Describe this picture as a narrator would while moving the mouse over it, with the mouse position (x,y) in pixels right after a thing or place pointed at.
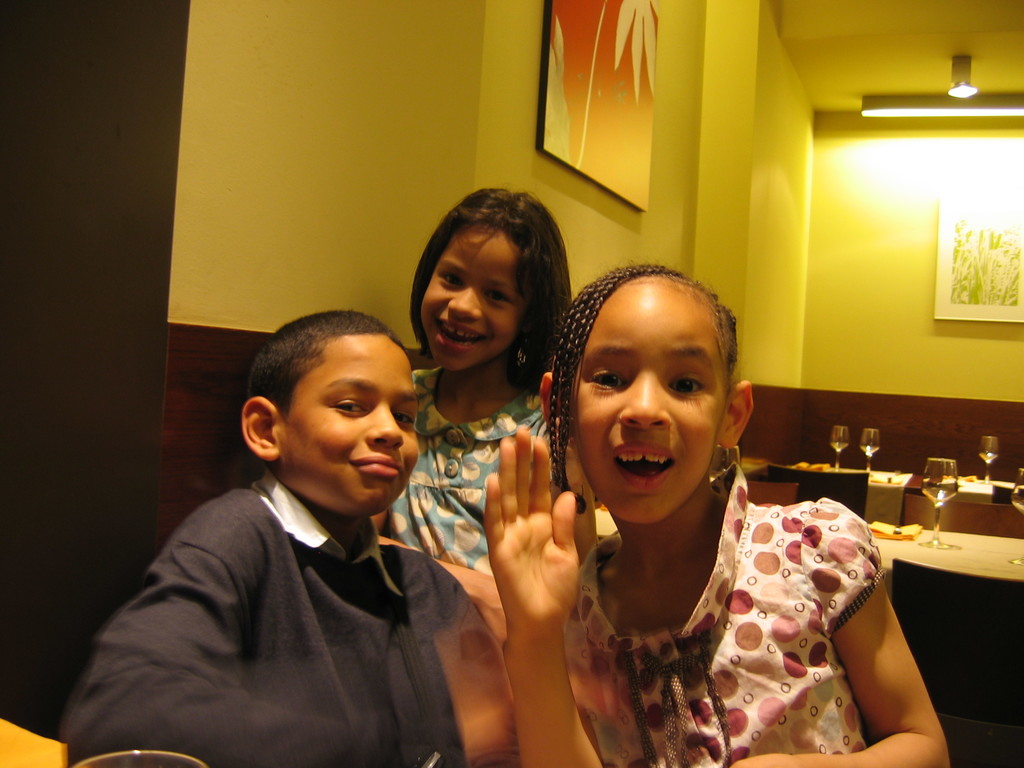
In this picture there are kids (399,667) and we can see glasses (862,431) and objects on tables (991,549) and chairs (778,489). In the background of the image (787,241) we can see frames (1000,252) on the wall (981,161) and lights (931,112).
